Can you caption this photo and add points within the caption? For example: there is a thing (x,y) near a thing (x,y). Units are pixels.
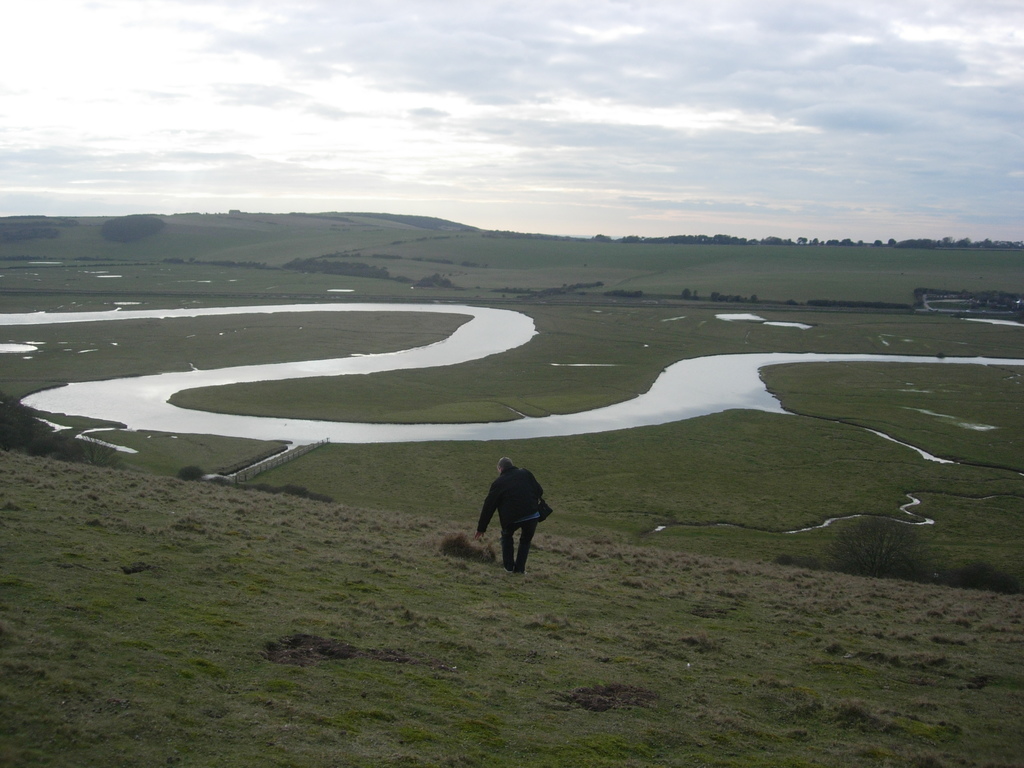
In the middle of the image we can see a person (506,560), in the background (659,100) we can find water (292,433), few trees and clouds (588,91).
